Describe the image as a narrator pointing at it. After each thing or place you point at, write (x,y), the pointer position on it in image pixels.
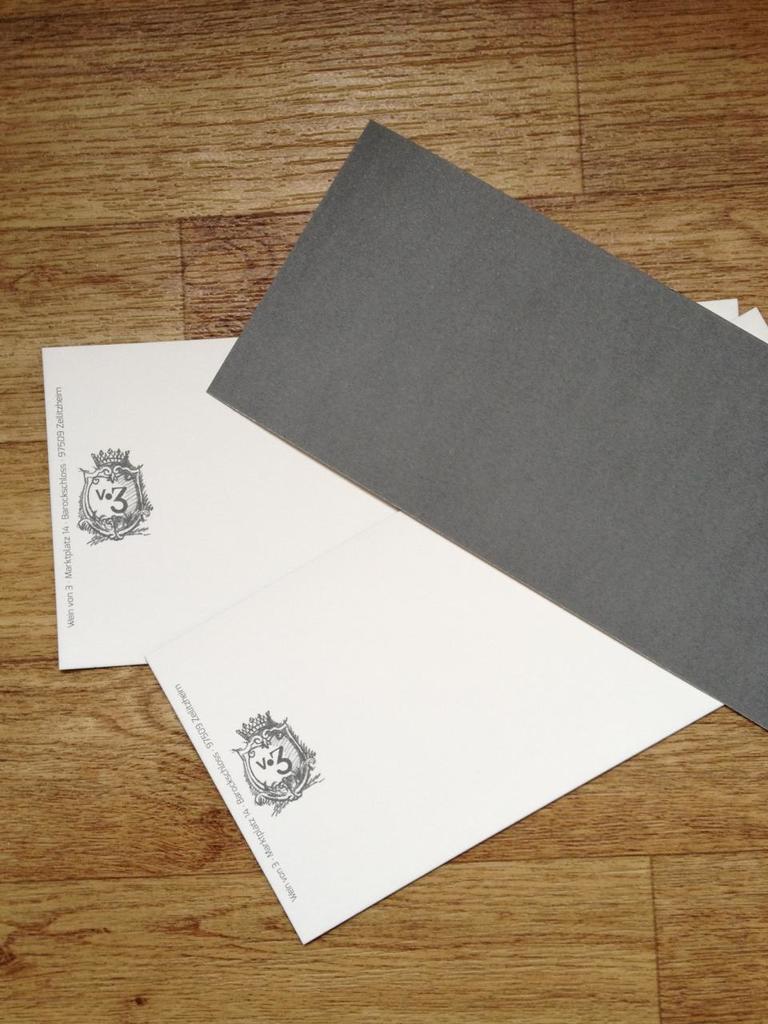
In this image we can see cards (397,517) on the wooden surface (399,913).
